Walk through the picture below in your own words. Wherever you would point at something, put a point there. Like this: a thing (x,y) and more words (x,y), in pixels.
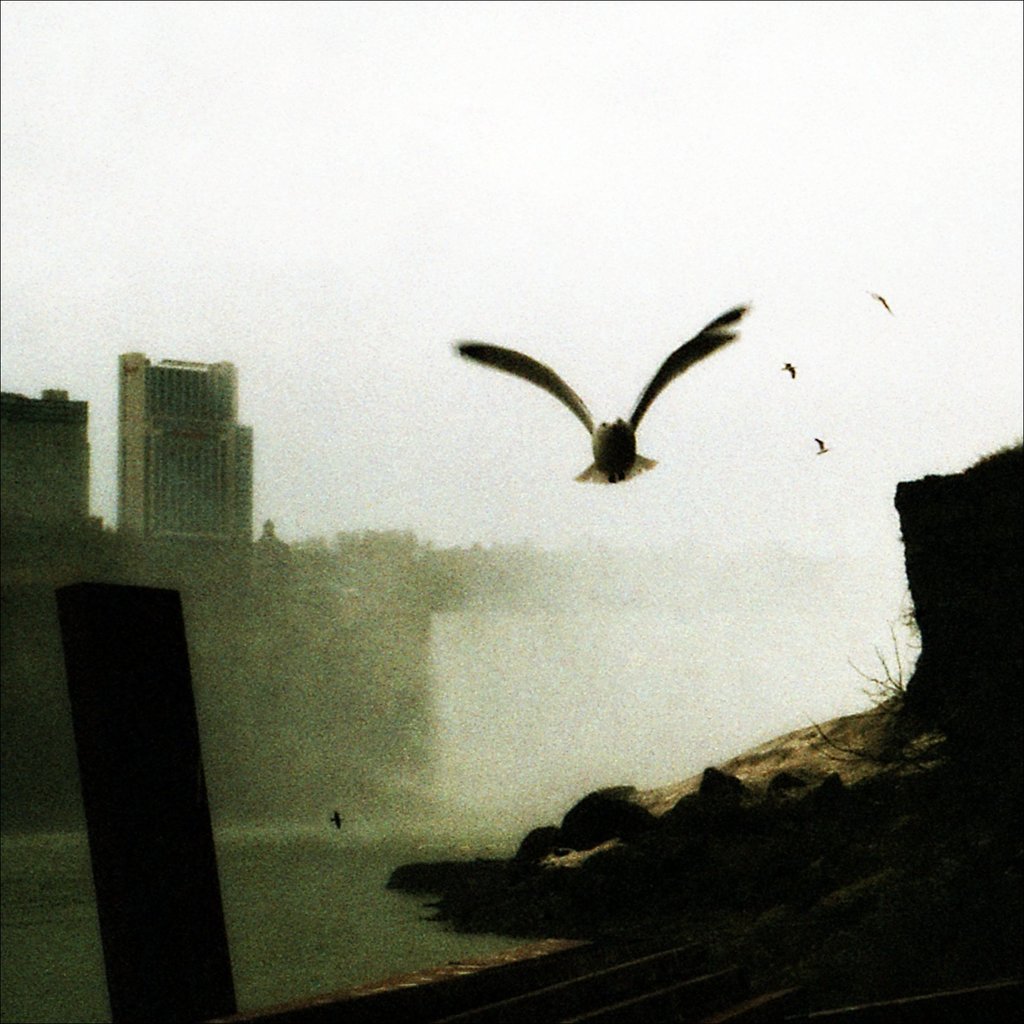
This picture shows few birds (605,430) flying and we see water (17,889) and few buildings (7,410) and a cloudy sky (405,270).
